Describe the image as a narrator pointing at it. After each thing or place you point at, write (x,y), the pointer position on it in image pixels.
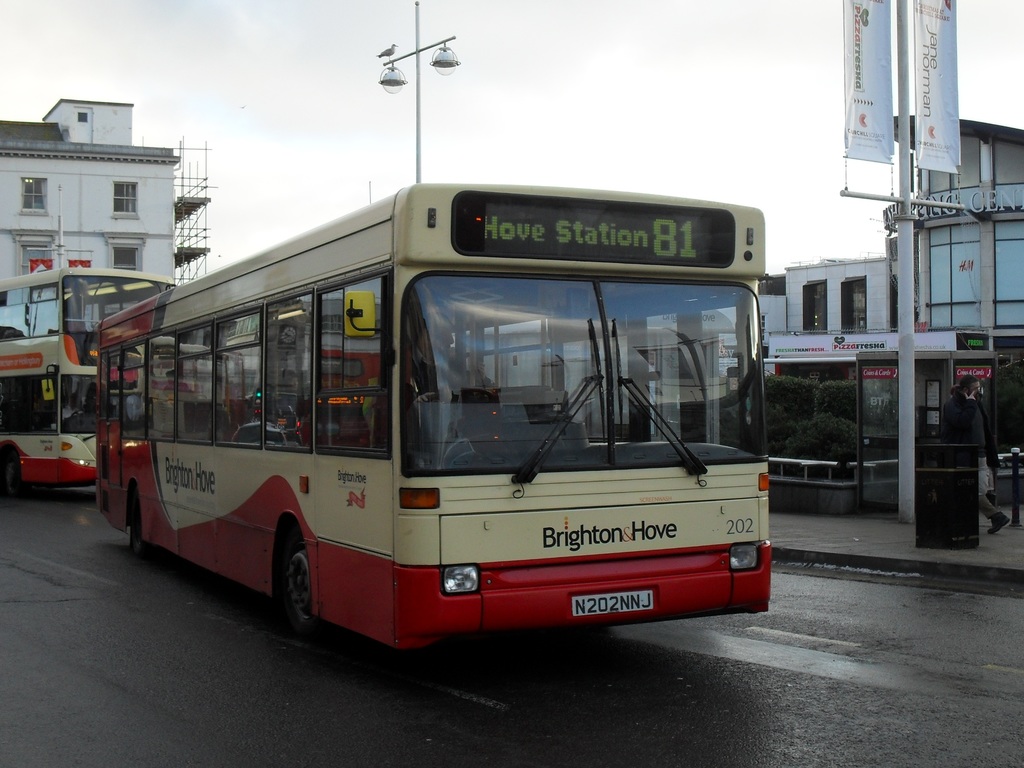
In this picture we can see buses (416,299) on the road (759,736).
